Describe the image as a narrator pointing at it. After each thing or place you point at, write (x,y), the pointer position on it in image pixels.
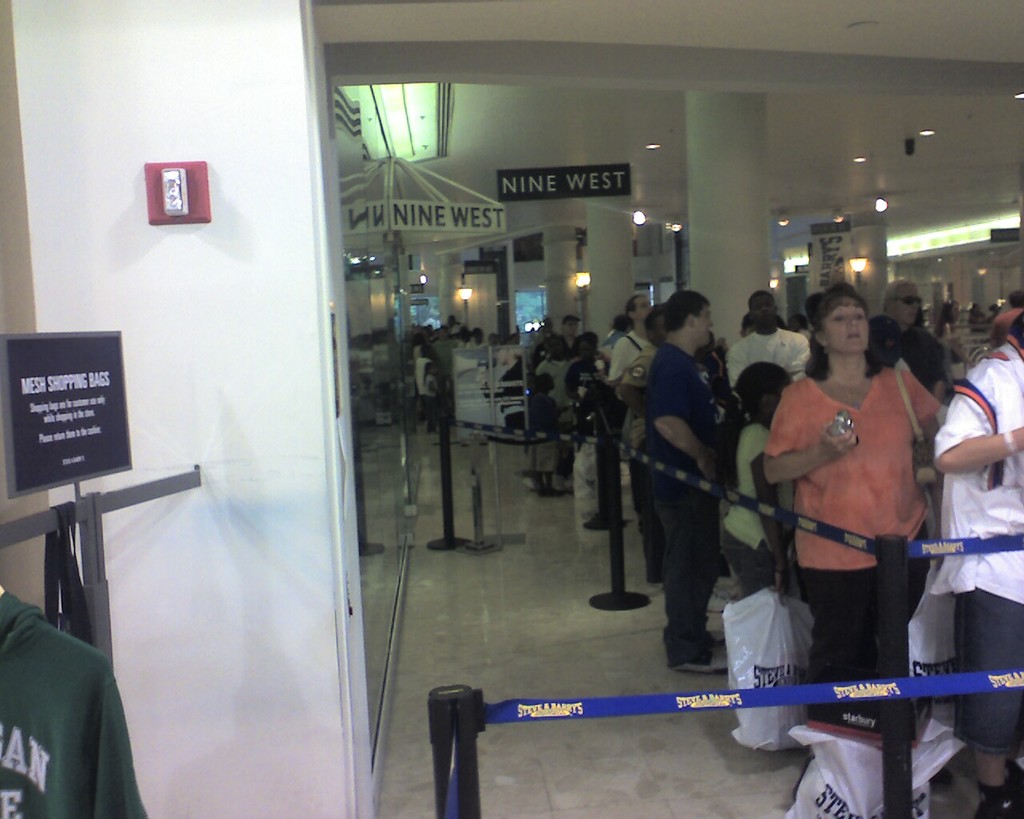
On the right side of the image (886,361) we can see a group of people (884,405), barricades (896,768), plastic covers (788,612), pillars (712,203), lights (896,253), wall (896,271). On the left side of the image (158,513) we can see boards (57,392), clothes (46,652), wall (220,335). At the top of the image (564,16) there is a roof (552,107). At the bottom of the image (597,664) there is a floor (593,679).
